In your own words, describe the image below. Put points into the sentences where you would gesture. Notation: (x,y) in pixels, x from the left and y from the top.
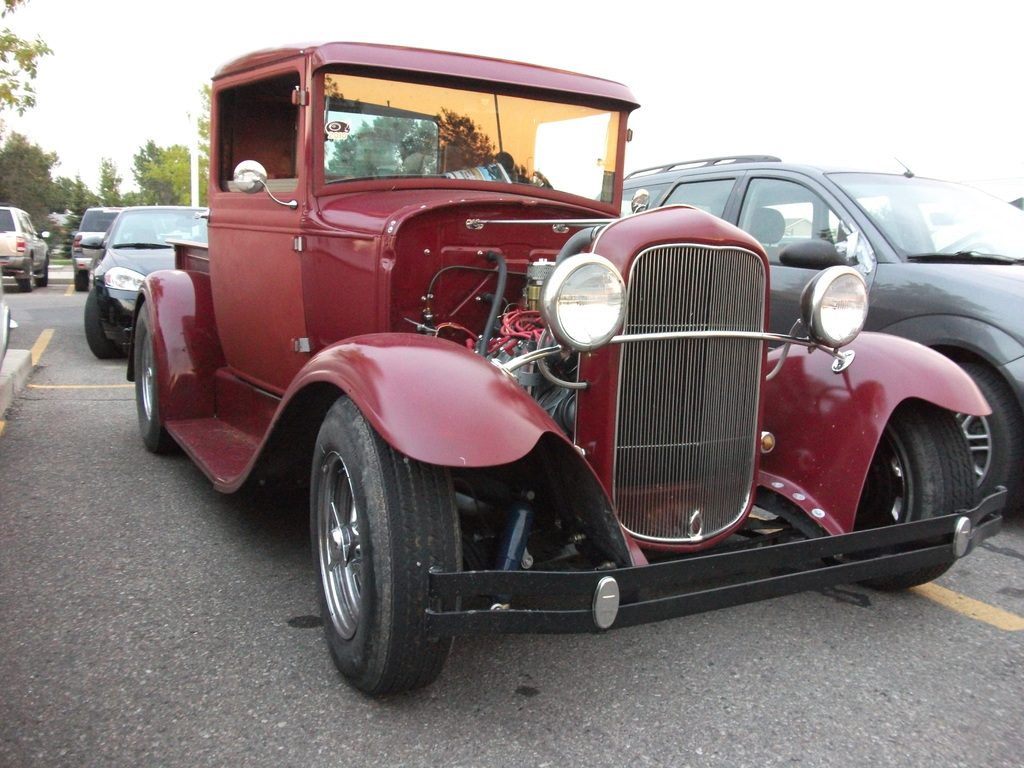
In this image we can see vehicles (616,274) on the road (259,601). In the background (49,98) we can see trees (8,99), pole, and sky (657,159).
